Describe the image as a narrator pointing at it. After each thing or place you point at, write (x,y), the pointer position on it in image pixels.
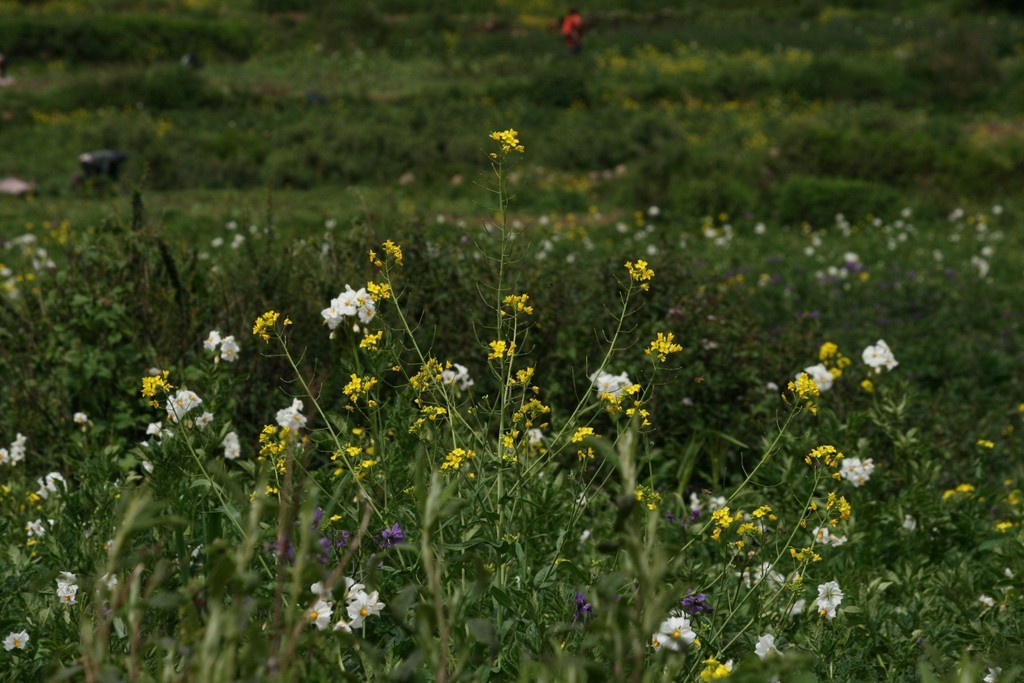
In the image we can see plants (524,300) with different color flowers (508,295).
